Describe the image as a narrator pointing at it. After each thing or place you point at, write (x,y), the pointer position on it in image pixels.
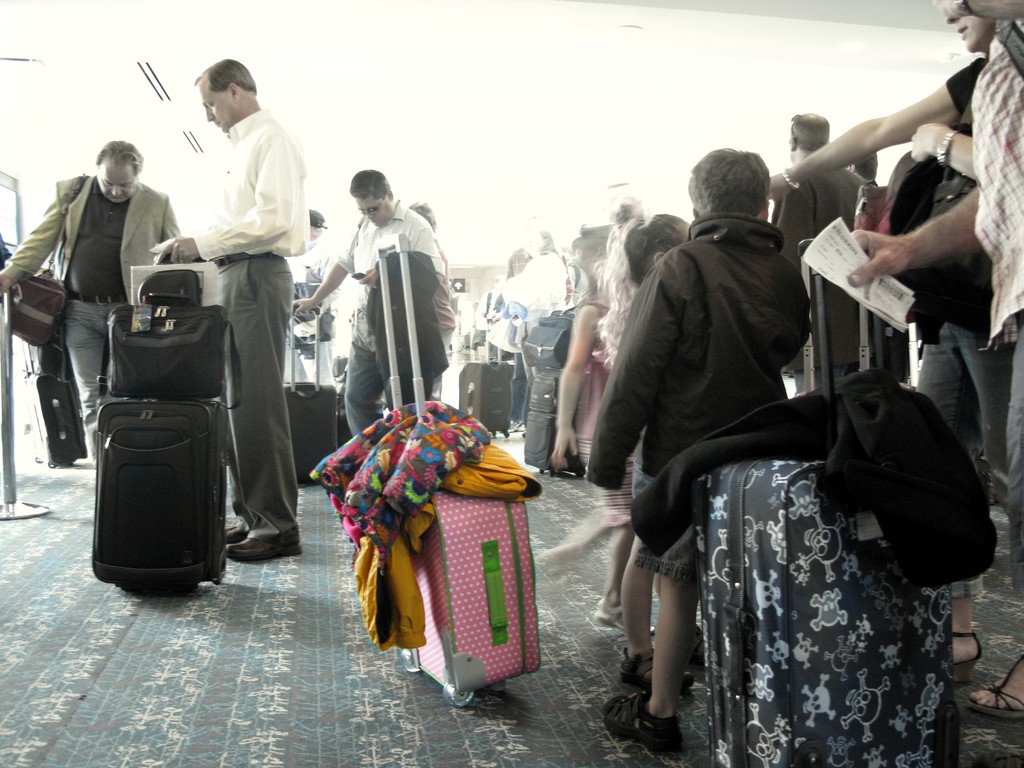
In this image we can see many people (671,233) standing. Some are holding bags (222,343). There are many trolley bags (190,394). And there are clothes (420,470) on the bags (841,502).
